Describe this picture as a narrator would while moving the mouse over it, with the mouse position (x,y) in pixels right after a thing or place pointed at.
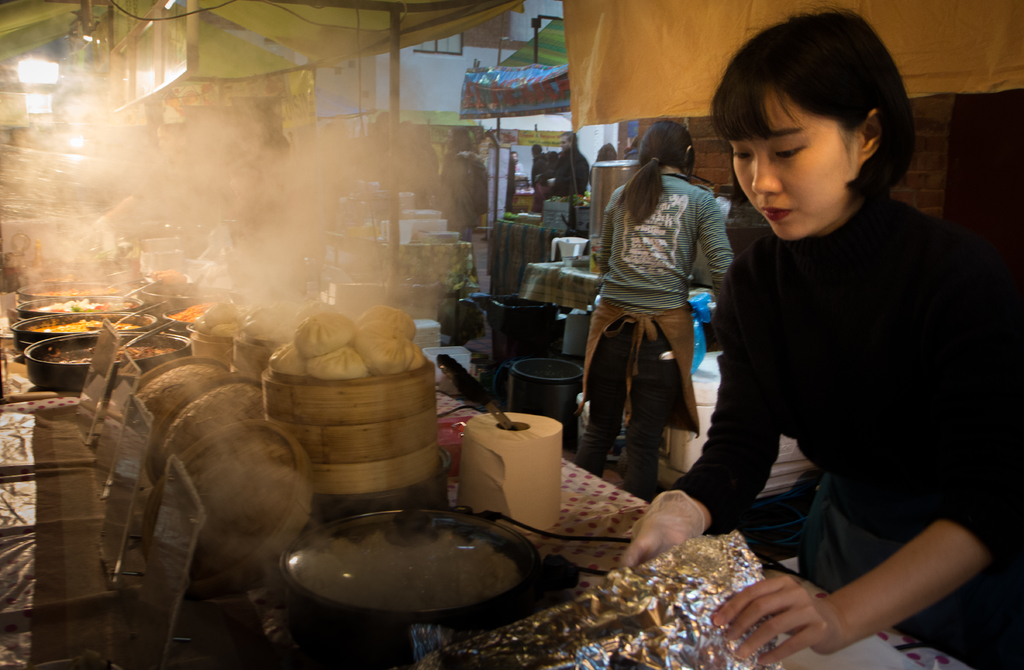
In this image we can see a girl (891,420). She is wearing black color dress (891,420). In front of her table (588,493) is there. On table (617,504) so many food items (385,554) are there with tissue paper (512,415) and name plates (163,521). Background of the image (548,206) stalls (563,213) are there and one girl (641,264) is standing.
